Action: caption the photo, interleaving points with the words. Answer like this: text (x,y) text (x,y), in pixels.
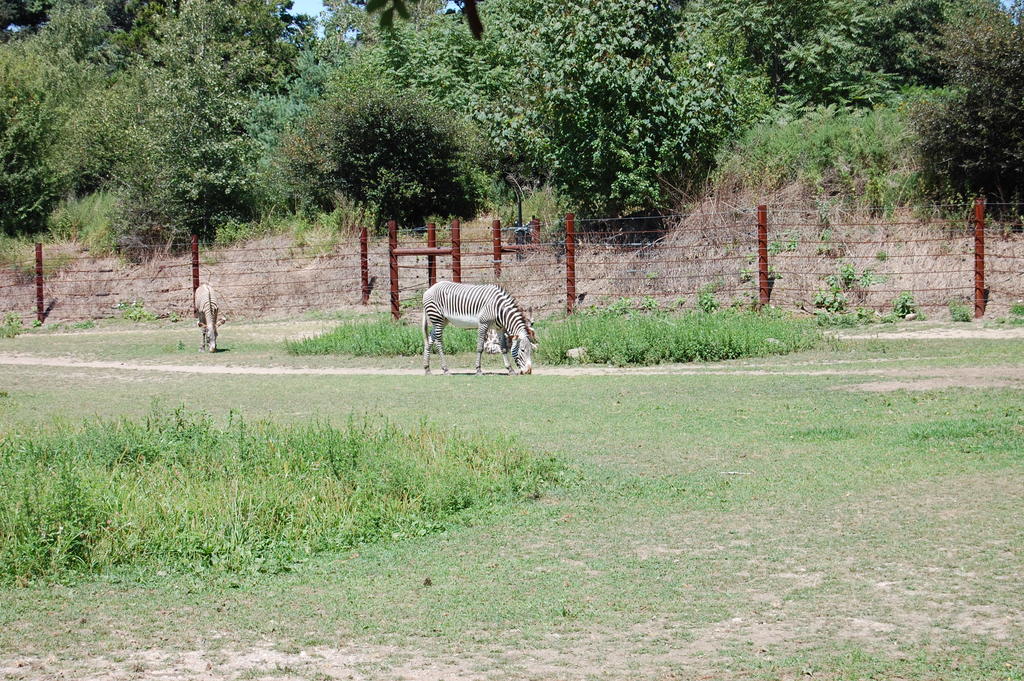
In this picture we can see zebras (446,297), grass (167,354), plants (293,467) and fence (683,261). In the background of the image (430,110) we can see trees (439,55) and sky (298,4).
